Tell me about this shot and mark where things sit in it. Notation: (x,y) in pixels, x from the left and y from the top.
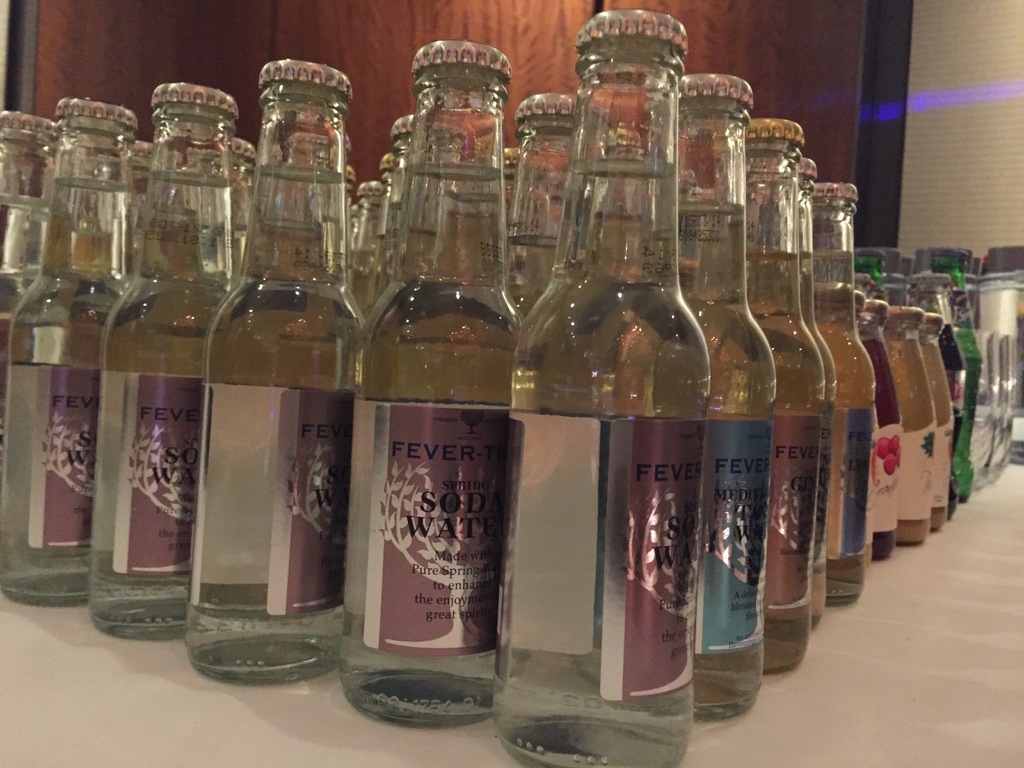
there are many bottles (512,240) with liquid (534,328) in it
